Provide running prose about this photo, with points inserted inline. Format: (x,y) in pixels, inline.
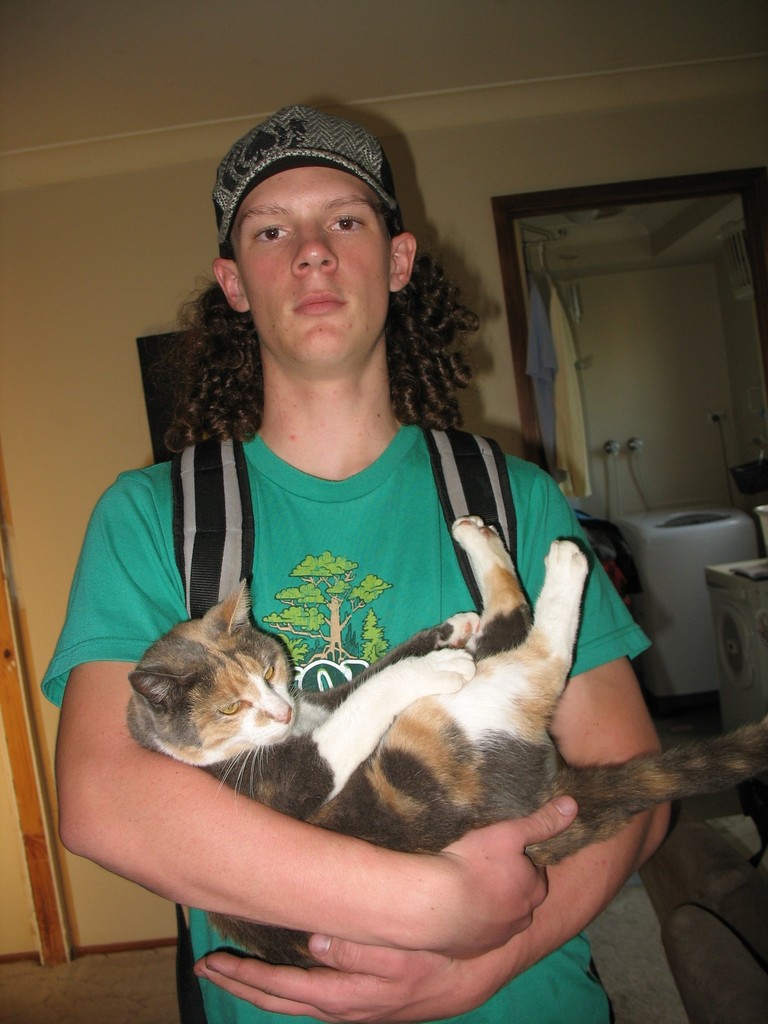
In the middle of the image (358,423) we can see a man (380,342), he wore a cap (261,170) and a bag (466,476), and he is holding a cat (384,721), behind to him we can see few machines (723,555) and clothes (547,378), and also we can see a frame (145,360) on the wall (86,372).
